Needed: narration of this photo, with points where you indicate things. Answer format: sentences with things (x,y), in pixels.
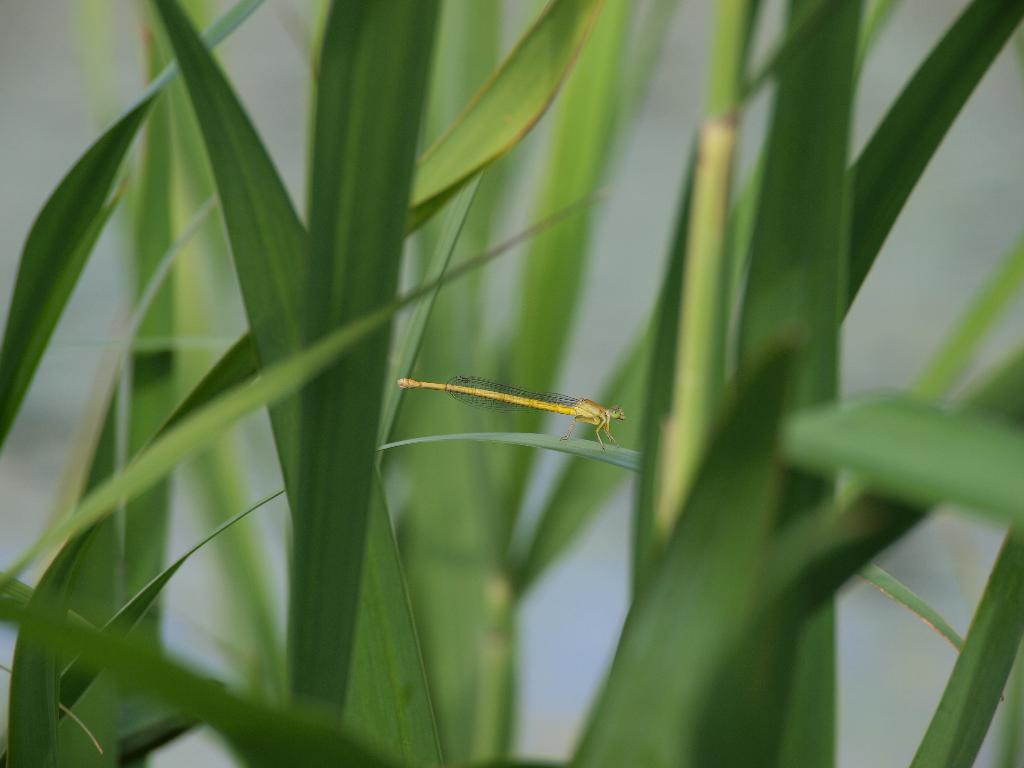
In this image I can see a insect (421,385) which is yellow in color on the leaf (592,442). I can see few plants (374,470) which are green in color and the white background (620,581).
